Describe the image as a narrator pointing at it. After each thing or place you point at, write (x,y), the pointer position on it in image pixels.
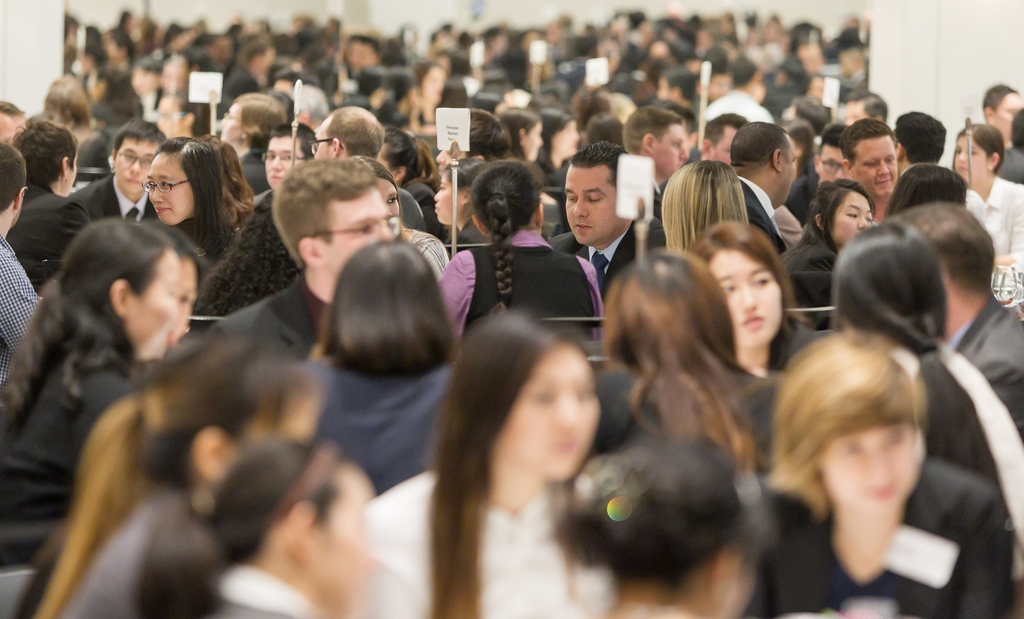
In this image we can see group of people (684,552) sitting. One person (369,231) wearing spectacles (363,230) and coat (296,331). In the background (638,218) we can see some sign boards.
